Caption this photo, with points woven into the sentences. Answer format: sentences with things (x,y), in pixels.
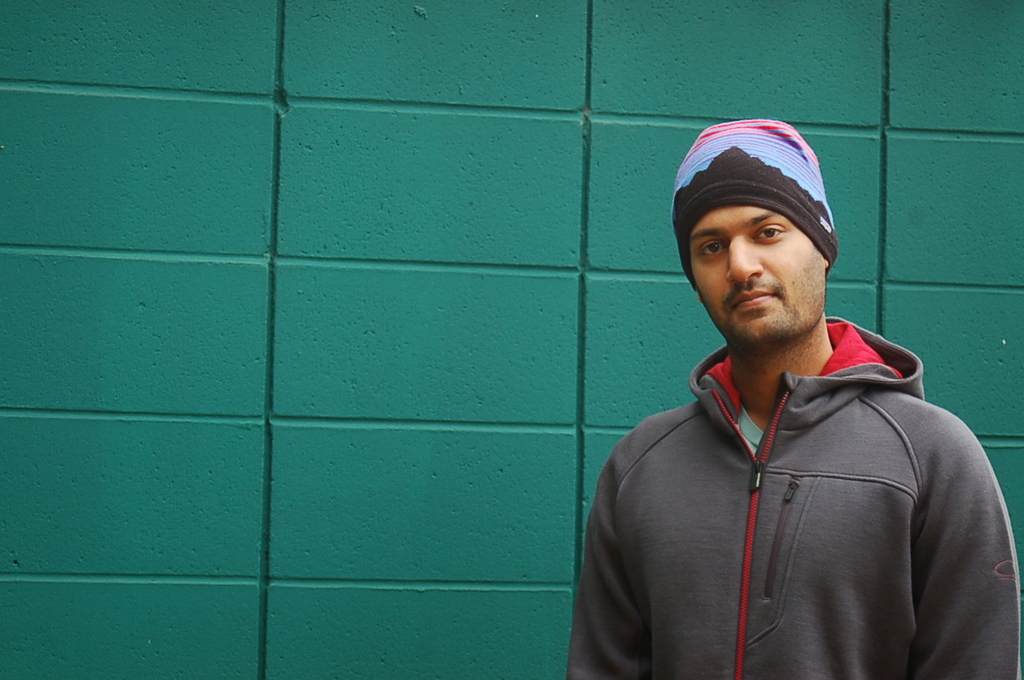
In the bottom right corner of the image (710,620) a man (780,183) is standing. Behind him there is a wall (25,225).
